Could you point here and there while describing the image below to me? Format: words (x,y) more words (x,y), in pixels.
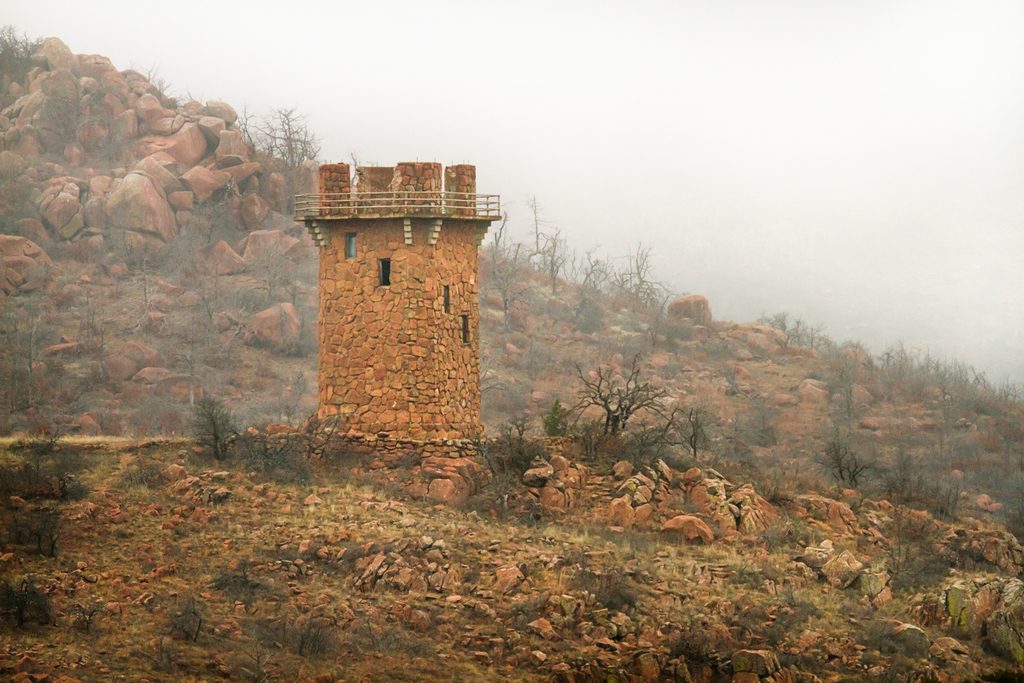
In the picture we can see a hill (208,626) with rocks (739,664) and dried plants (719,647) and some construction (331,419) with a rock (347,223) and a railing (476,204) on it and behind it, we can see a hill (195,101) with rocks (105,78) and some dried plants (552,256) and in the background (503,172) we can see a sky (589,228).
